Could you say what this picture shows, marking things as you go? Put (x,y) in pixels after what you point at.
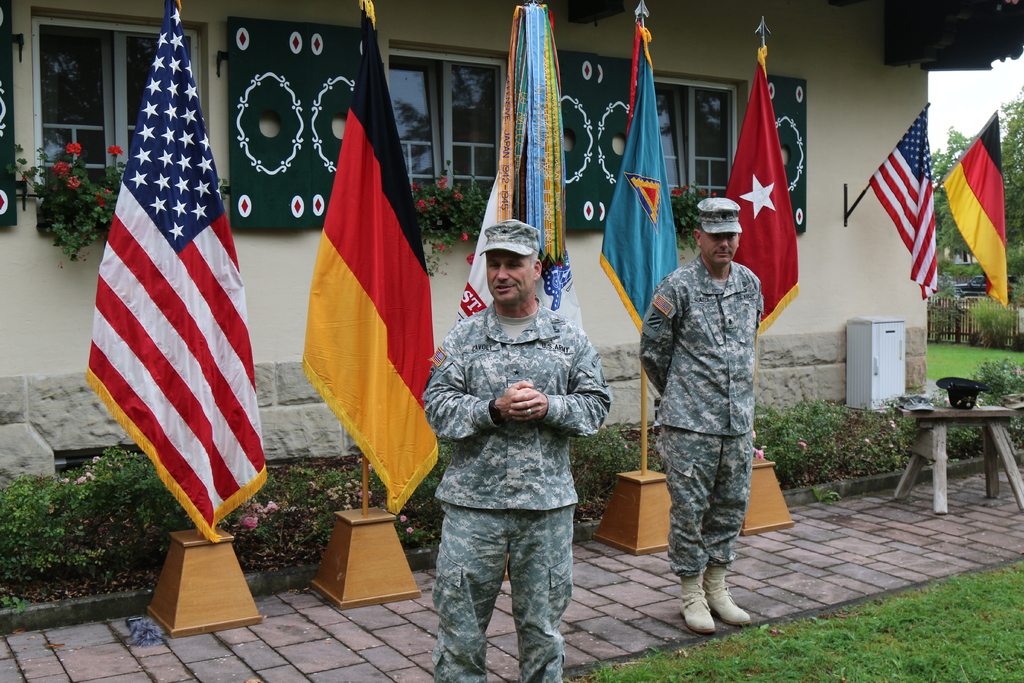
In the image there are two men (548,467) standing with uniform (547,420). Behind them there are flags (563,227) with poles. Behind the flags (134,376) there are plants (85,502) with flowers (92,479). And there is a wall (484,3) with windows (50,122), plants (61,182) with flowers (55,170) and flags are hanging onto the wall (855,180). On the right side of the image (959,140) there are trees (943,168).
